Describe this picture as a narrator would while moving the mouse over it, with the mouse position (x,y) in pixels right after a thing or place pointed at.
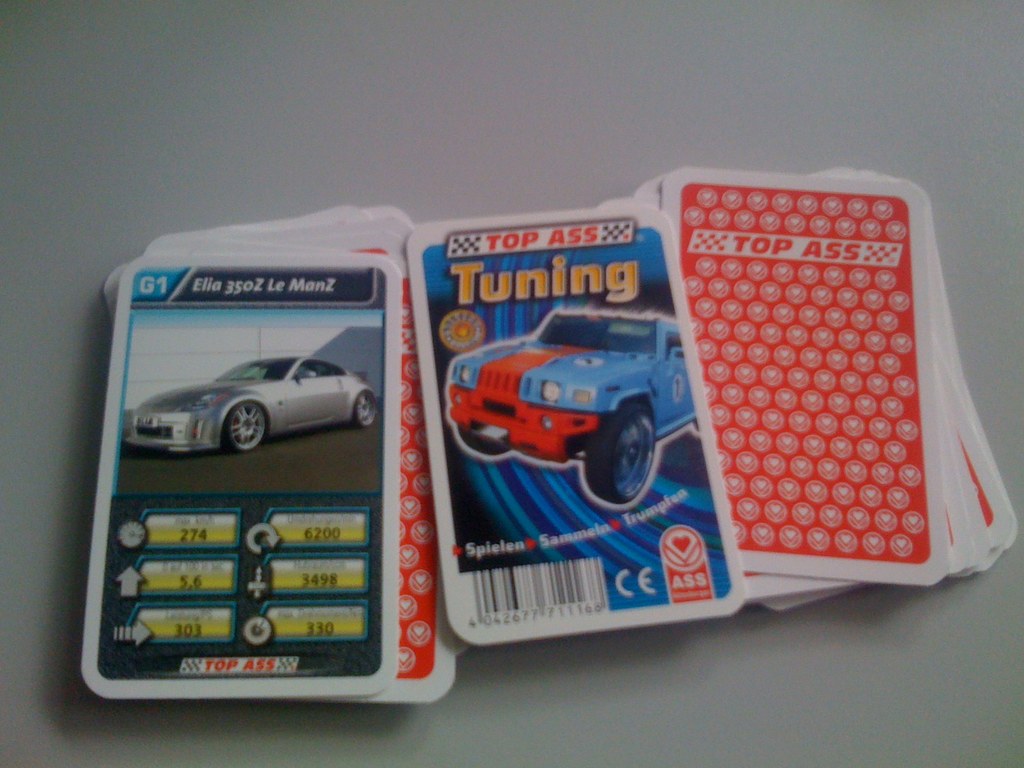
In this picture I can see number of cards (501,327) in front (474,315) and on the 2 cards (371,369) I can see pictures (263,398) of cars (473,363) and I see few words (313,289) and numbers (333,532) written and these all cards (431,310) are on the white color surface (5,213).
